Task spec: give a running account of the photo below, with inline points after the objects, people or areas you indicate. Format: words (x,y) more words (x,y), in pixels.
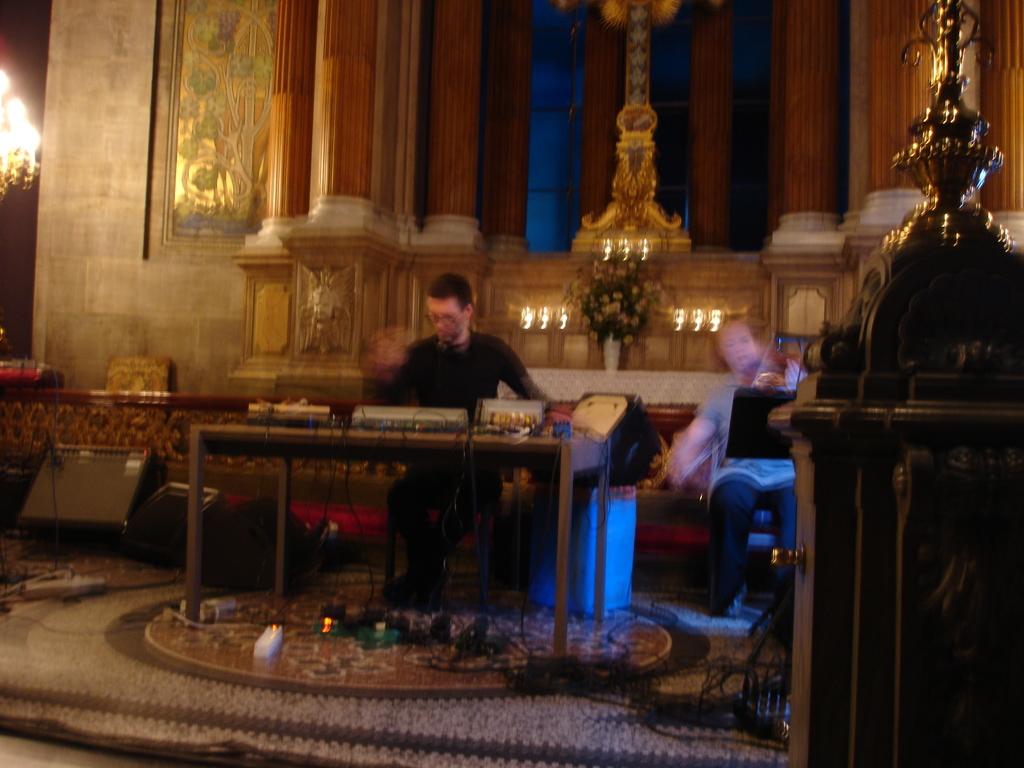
In this picture we can see two persons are sitting, we can see a table (563,453) in the middle (463,439), we can see some things (483,420) placed on the table (446,436), at the bottom (341,613) we can see some wires (475,646) and a switchboard (266,648), it looks like a chandelier (31,126) at the left top of the picture (31,141), there is a blurry background (56,206).
